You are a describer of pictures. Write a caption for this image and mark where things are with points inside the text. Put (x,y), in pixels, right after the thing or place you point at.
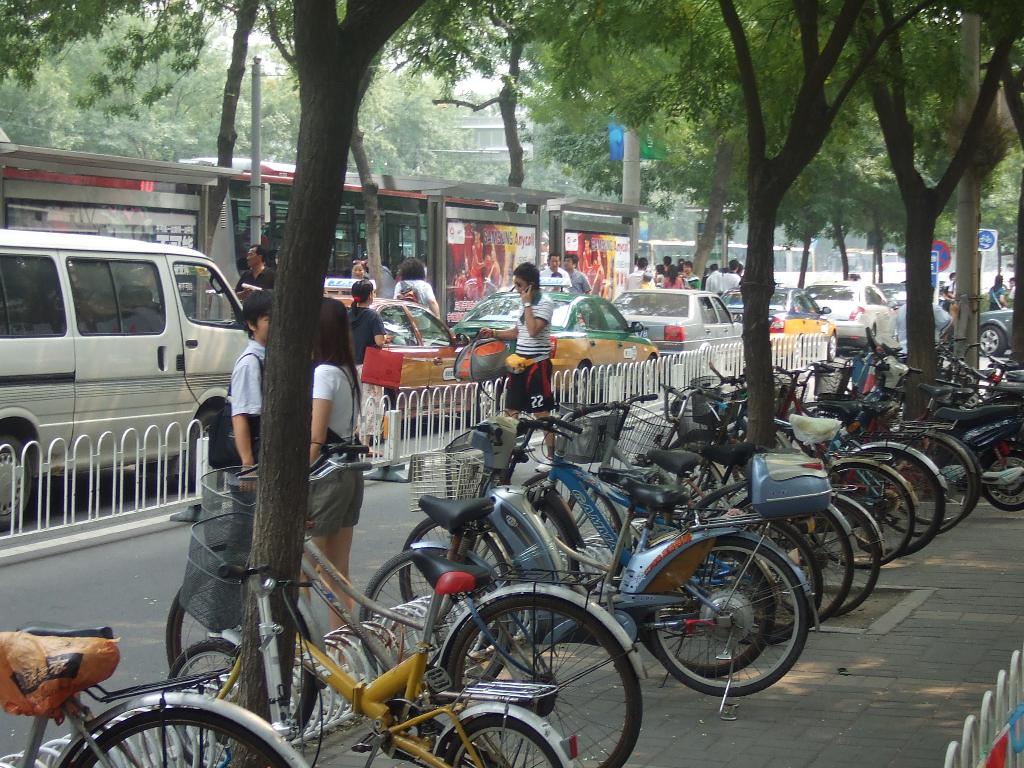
In this image there are a group of people (525,276) walking and some of them are standing, in the center (632,475) there are some trees (763,426) and cycles (694,532), railing (697,363) and there are some cars (102,345) and some persons (953,281) are sitting on a vehicles (413,316) and driving. And in the background (381,115) there are some buildings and trees (873,195), poles (970,258) and some boards (983,248). At the bottom (668,742) there is a walkway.
